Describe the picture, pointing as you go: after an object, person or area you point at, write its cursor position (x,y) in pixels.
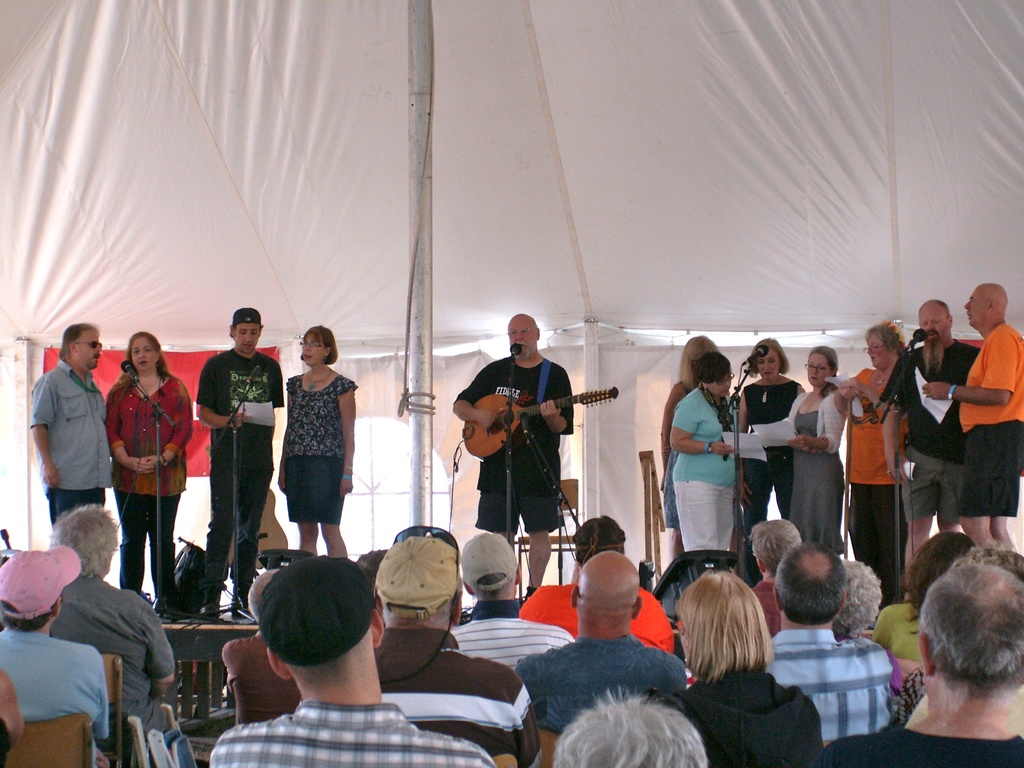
This is the man (550,383) standing. He is singing a song and playing guitar (506,416). I can see groups of people (310,407) standing and singing a song. This is the pole (417,427). I think this looks like a tent (727,167). Here is a chair (574,504). This is the stage (213,627). I can see groups of people (344,606) sitting in the chairs (550,745). This is the rope (414,396), which is tied to the pole (413,368). These are the mikes (125,367), which are attached to the mike stands (735,475).
